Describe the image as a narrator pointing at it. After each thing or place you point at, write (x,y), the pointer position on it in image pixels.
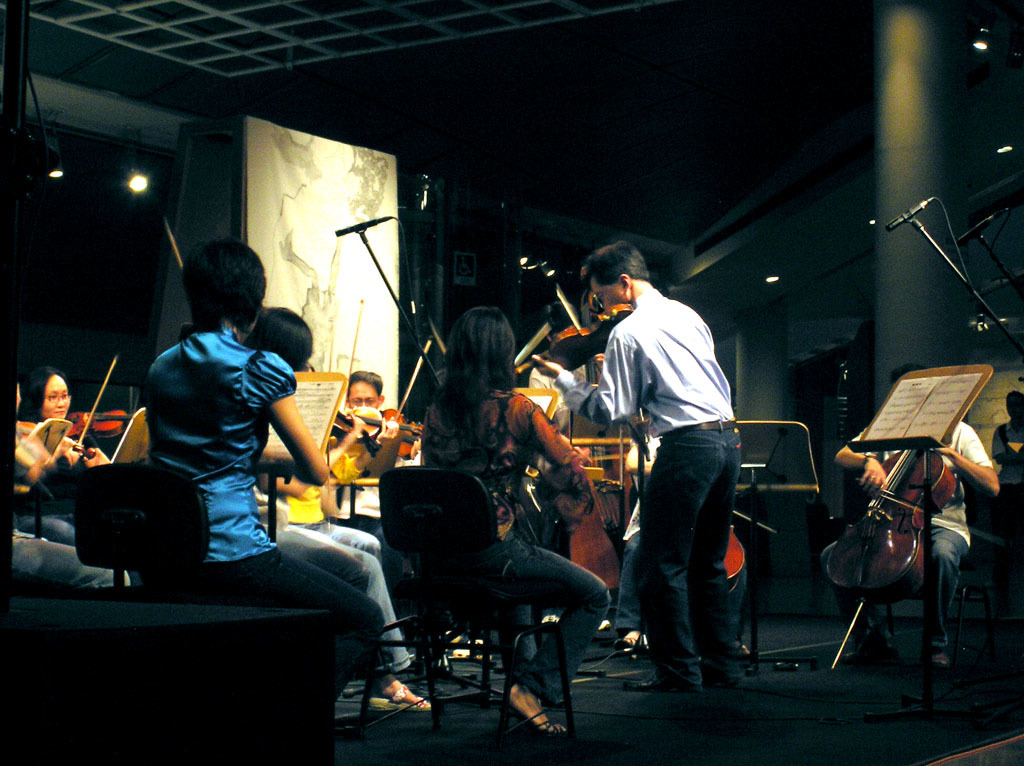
In this image there are persons (249,426) sitting on the chairs (390,644) holding musical instruments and there is a book holder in front of them. There is a man (666,515) standing and playing violin (604,319). In the background (835,267), there are mics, wall (870,251), lights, screen (376,158) and the ceiling (299,50).
